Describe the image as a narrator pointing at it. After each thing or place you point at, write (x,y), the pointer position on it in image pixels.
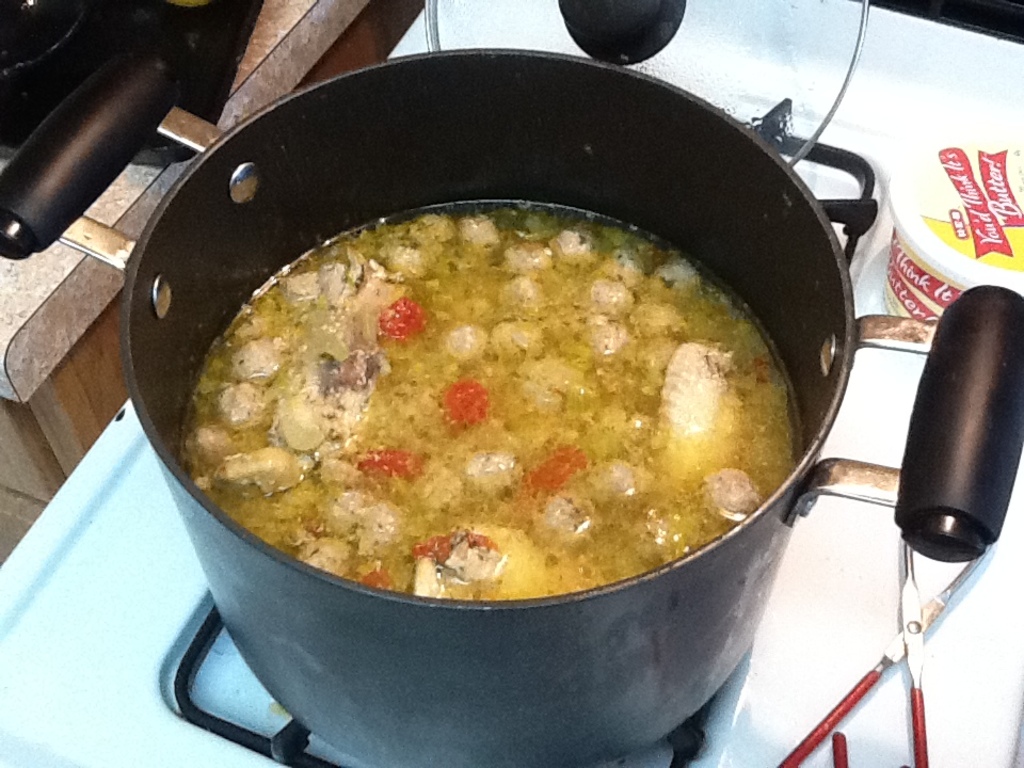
In this image there is a vessel (391,621) in that vessel (364,616) there is a food item (472,392), at the bottom (818,676) there is a stove (850,647), beside the stove (850,647) there are few objects (943,169).
